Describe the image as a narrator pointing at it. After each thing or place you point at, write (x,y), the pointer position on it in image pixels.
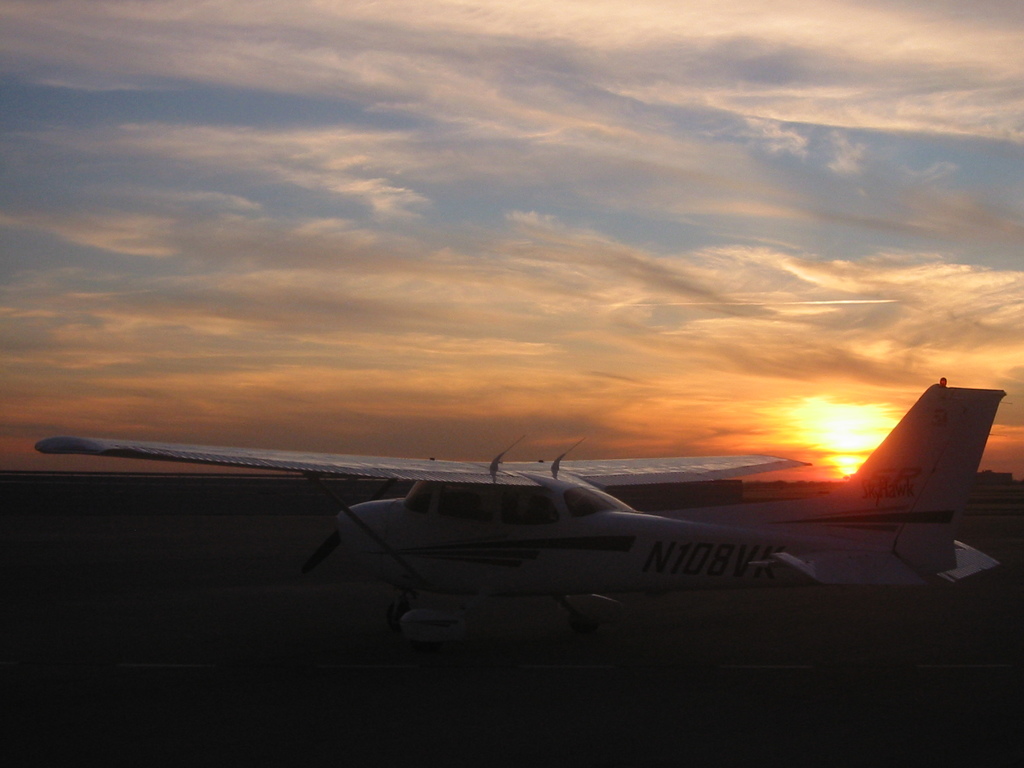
In this picture we can see sky (785,83) so cloudy and here it is a plane (658,591) with windows (464,504) landed on the land (377,649).
